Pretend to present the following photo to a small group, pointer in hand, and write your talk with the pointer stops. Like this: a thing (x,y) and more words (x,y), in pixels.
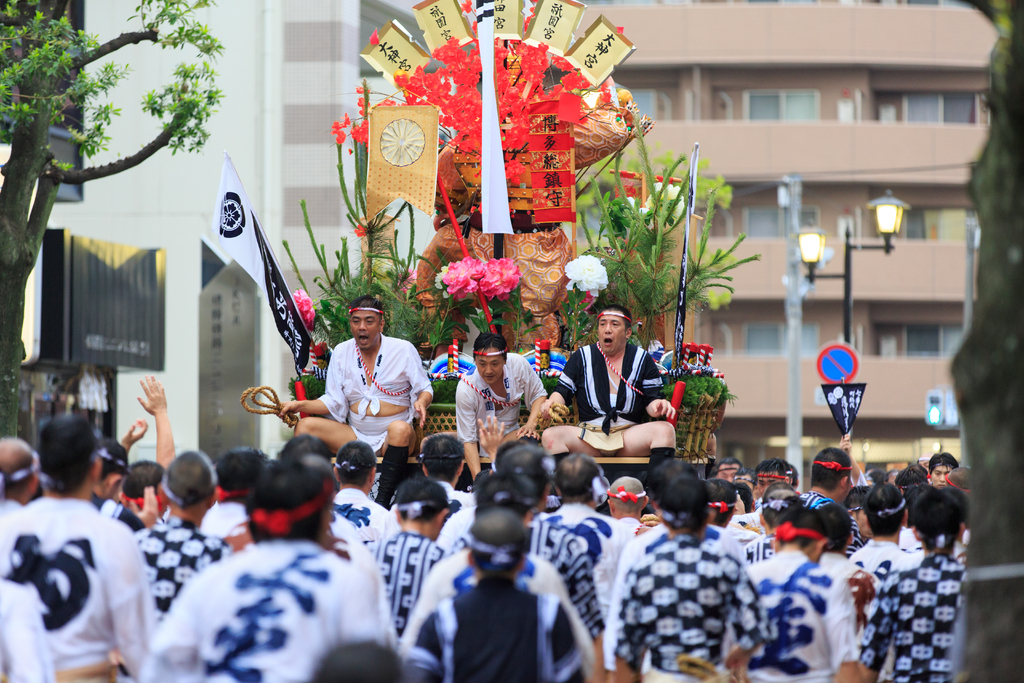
In this picture I can see few people (520,385) are on the vehicle (493,191) with some flowers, in front (544,629) few people (400,517) are standing and watching, behind there are some buildings (775,132) and trees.
